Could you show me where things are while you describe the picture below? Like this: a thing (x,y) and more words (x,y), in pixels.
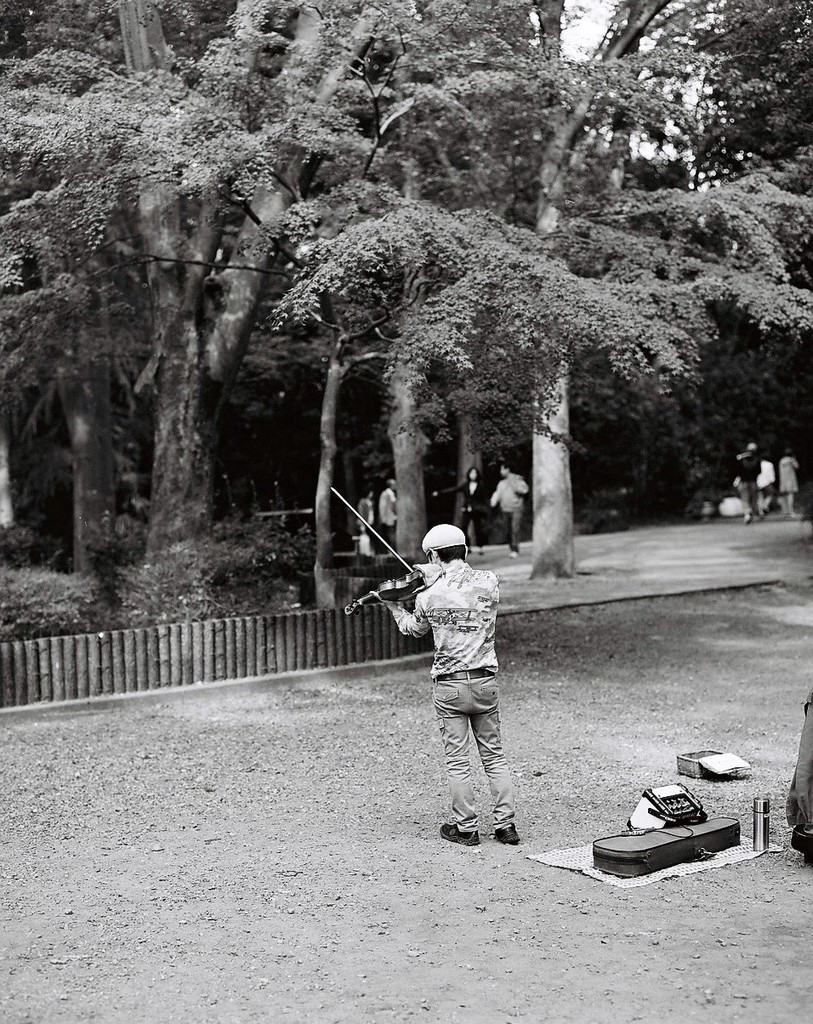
This is a black and white image where we can see a person (437,670) standing and playing a violin (415,577), and there are other people (502,485) and trees (442,368) in the background (404,392). There are some objects (665,810) kept on the ground (710,791) as we can see at the bottom of this image (729,832).
